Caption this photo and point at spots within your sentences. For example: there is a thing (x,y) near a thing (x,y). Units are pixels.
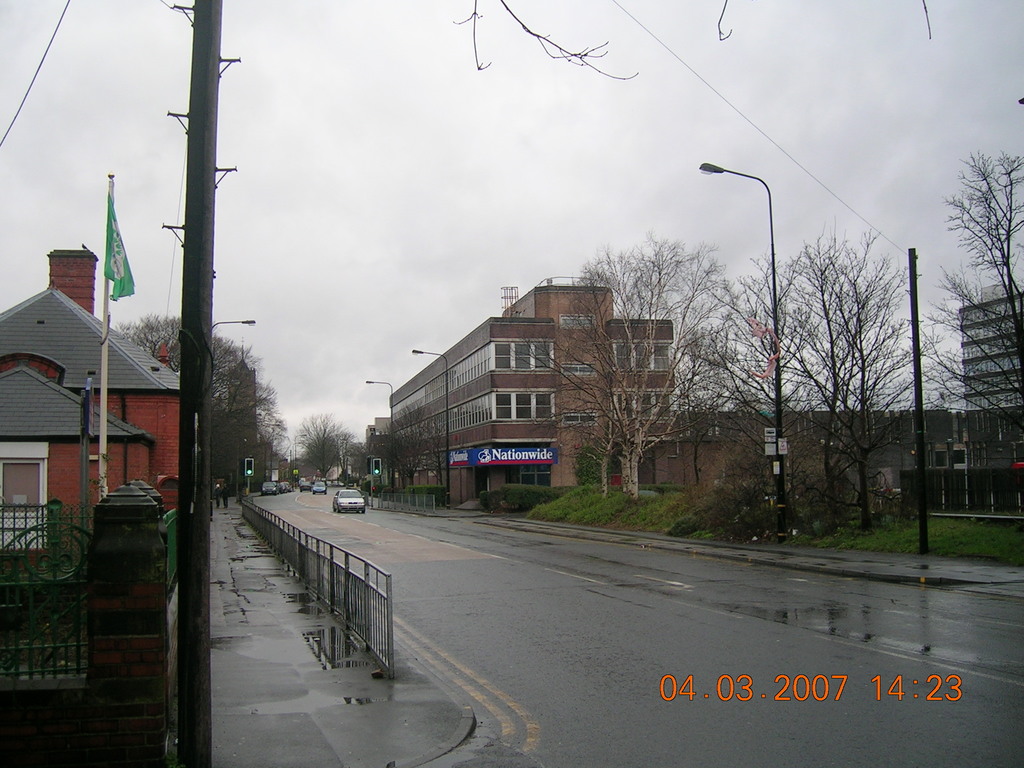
In the image we can see there are buildings (450,377) and trees (683,387). We can even see there are vehicles (344,505) on the road (351,528). Here we can see the fence (344,590), poles (195,502) and the cloudy sky (437,131). We can see the road (722,630) is wet and on the bottom right (792,701) we can see the watermark (747,677).
